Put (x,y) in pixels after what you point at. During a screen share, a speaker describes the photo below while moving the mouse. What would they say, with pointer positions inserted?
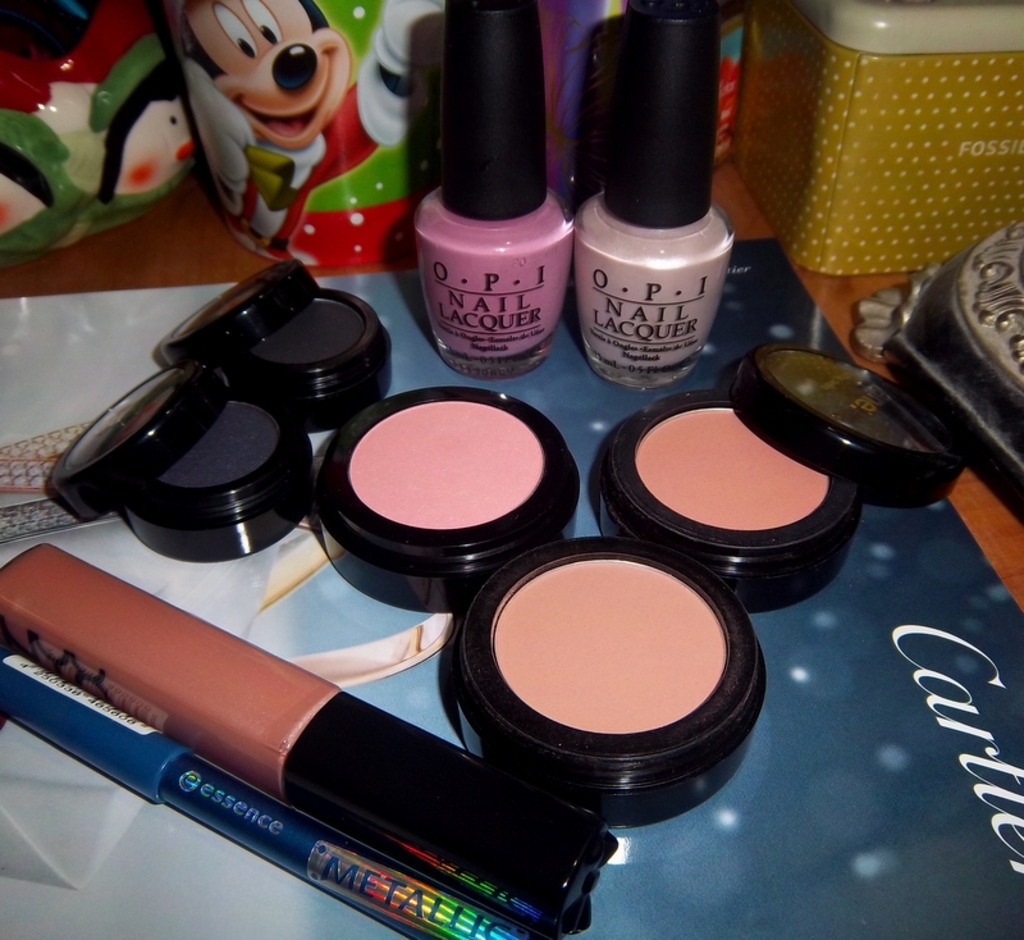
In this image, we can see makeup kit (502,522) and nail polishes (632,193) are on the magazine (1010,911). Here we can see few objects (124,206) and container (969,141) are placed on the surface (182,241).
